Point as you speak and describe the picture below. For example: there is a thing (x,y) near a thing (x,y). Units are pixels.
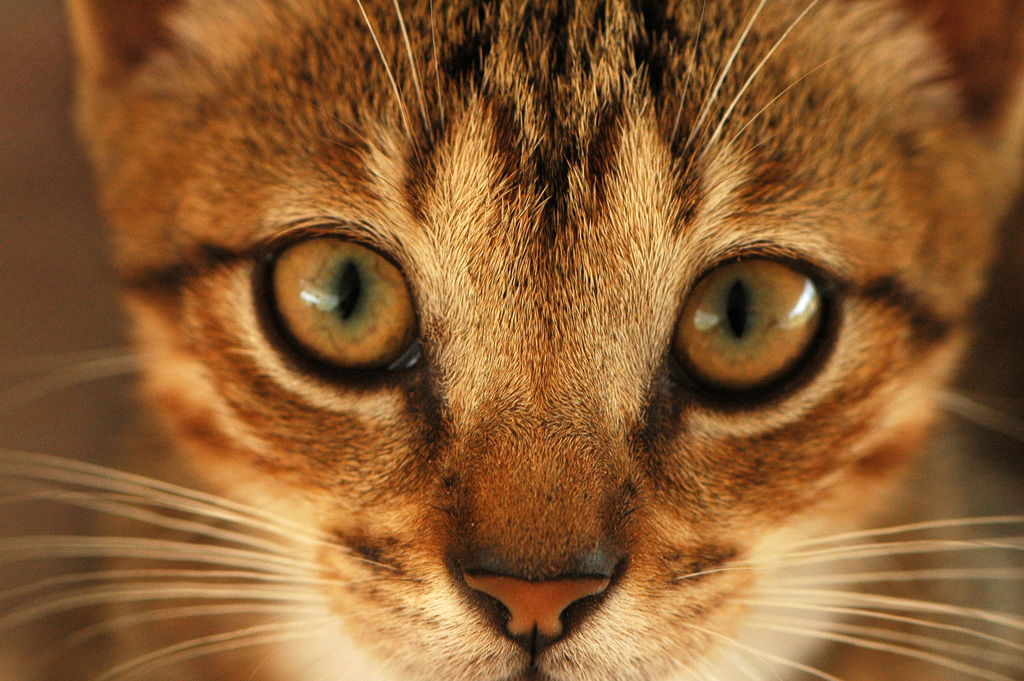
In the middle of this image (589,305), there is an animal (467,227). And the background (69,111) is blurred.
